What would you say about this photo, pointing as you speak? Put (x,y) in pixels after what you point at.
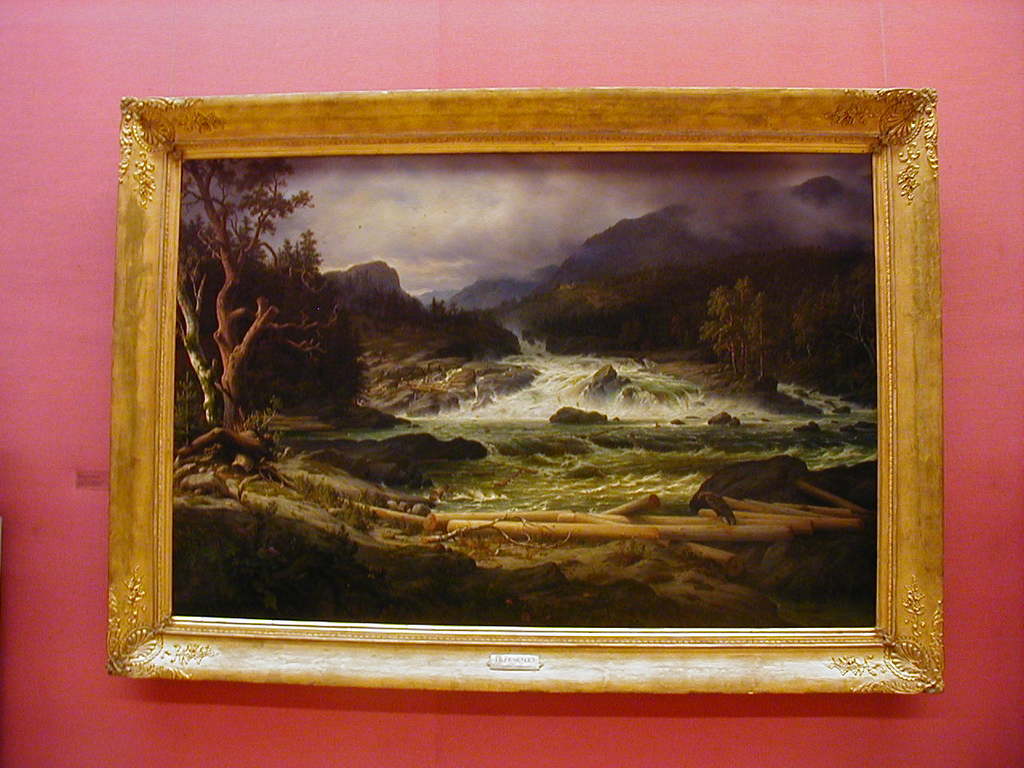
In this image there is a wall (432,76), on that wall (193,86) there is a photo frame (938,485).
